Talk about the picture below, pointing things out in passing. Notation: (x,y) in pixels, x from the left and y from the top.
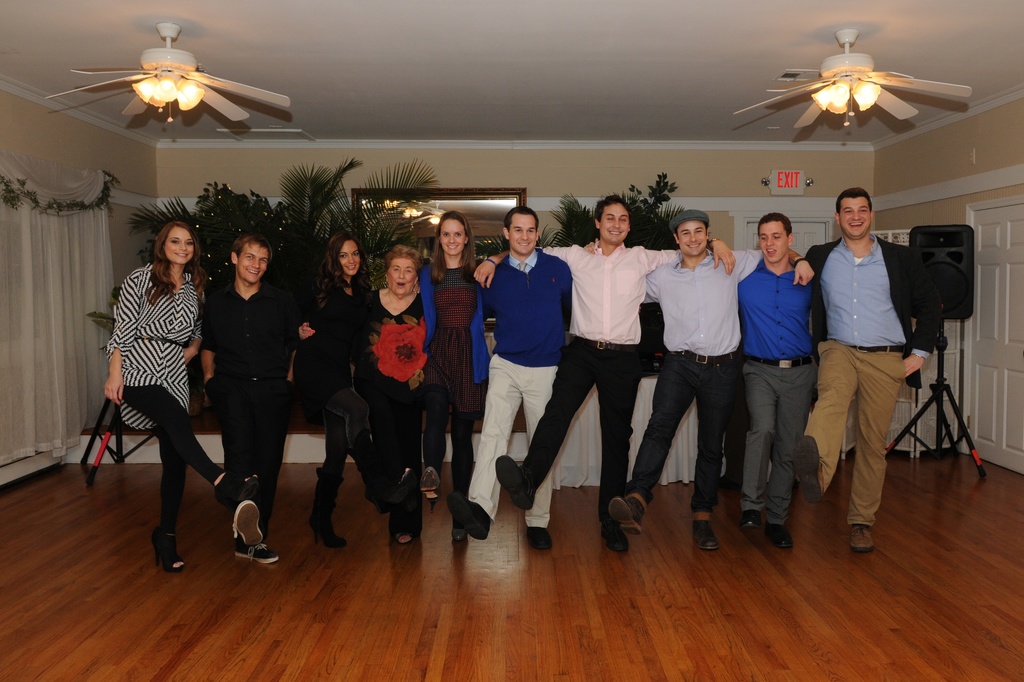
In the left side (142,288) a beautiful woman (174,379) is dancing, beside her there is a man (222,359) who wore black color dress (241,370) and few other people (718,388) are also dancing together. Behind them there are plants (305,239) and fans (242,114) with lights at the roof (319,110).
